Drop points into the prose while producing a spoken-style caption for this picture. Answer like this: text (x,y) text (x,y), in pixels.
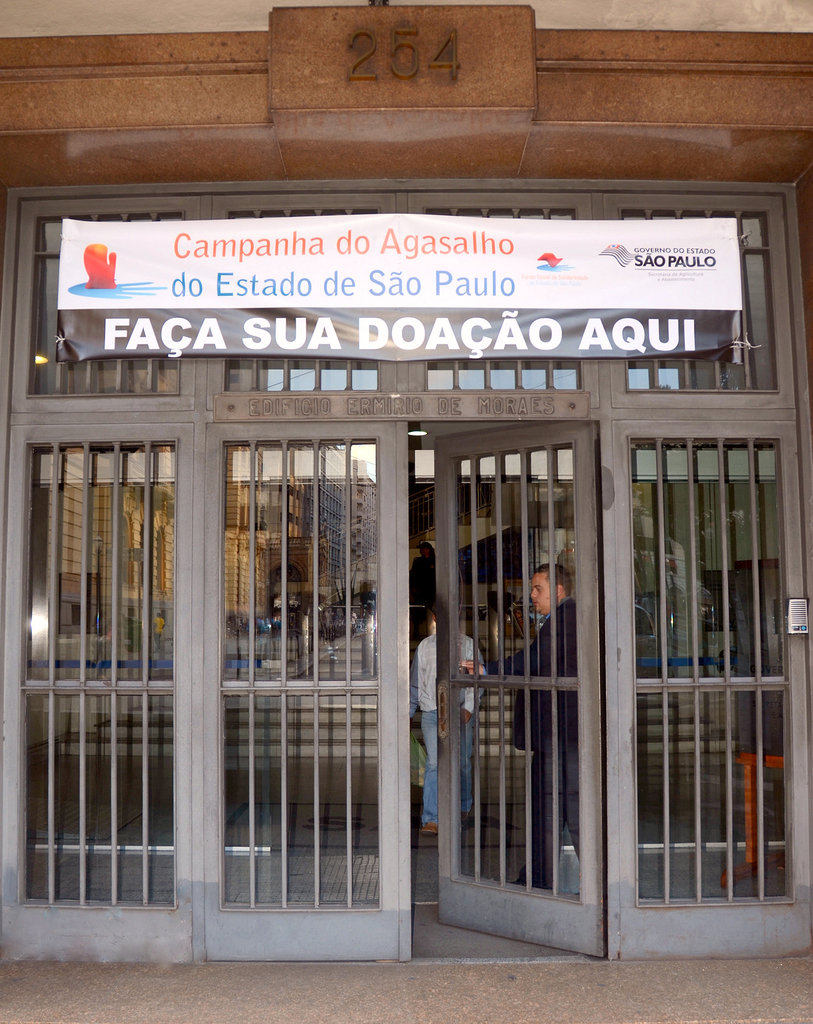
In this image there is an entrance (463,697) of a house (483,624). There are glass doors (269,573). On the other side of the door (99,752) there is a grill (116,652). There are numbers (407,43) on the wall (360,25). There is a banner (371,287) with text (322,319) on the door (318,787). The door (473,793) is open. Inside the room (416,646) there are a few people (542,644) standing.
